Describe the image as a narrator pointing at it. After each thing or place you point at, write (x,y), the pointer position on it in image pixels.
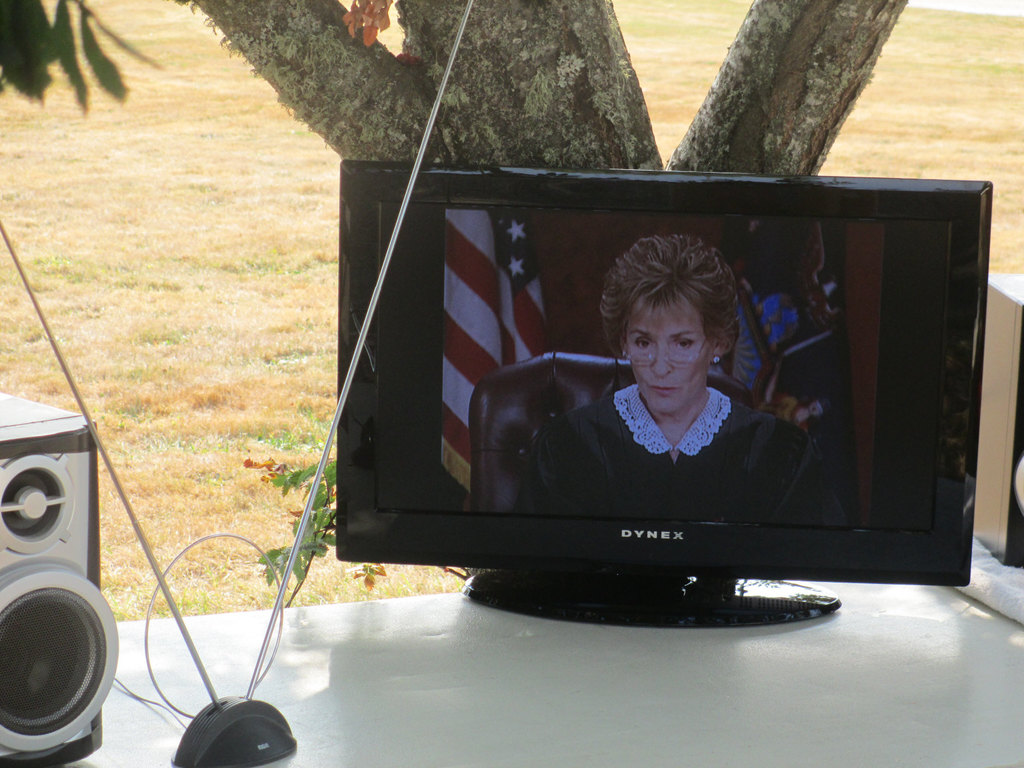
In the image in the center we can see one table (845,648). On the table (867,652), we can see speakers (72,573), cloth (1007,573), black color object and monitor (589,599). In the monitor (687,505), we can see one flag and one person (682,466) sitting on the chair (550,416). In the background (213,175) there is a tree (838,67) and grass (324,198).
